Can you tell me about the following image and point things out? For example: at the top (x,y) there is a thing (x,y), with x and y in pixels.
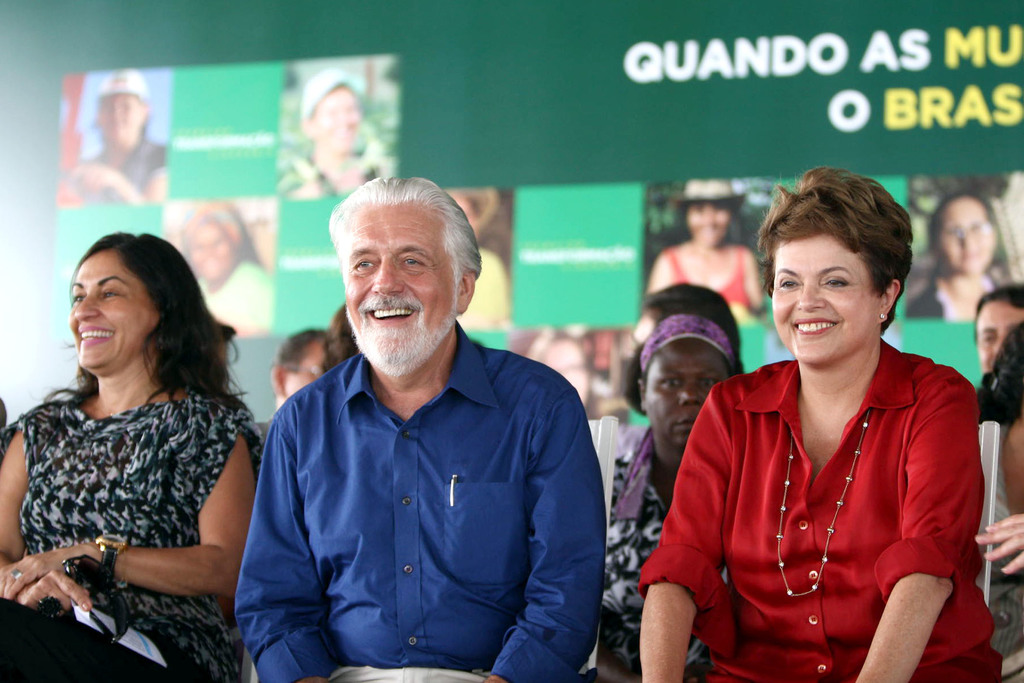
There are people (461,387) sitting on chairs (606,540) and these three people (446,506) are smiling. In the background (354,50) we can see banner (600,157).
